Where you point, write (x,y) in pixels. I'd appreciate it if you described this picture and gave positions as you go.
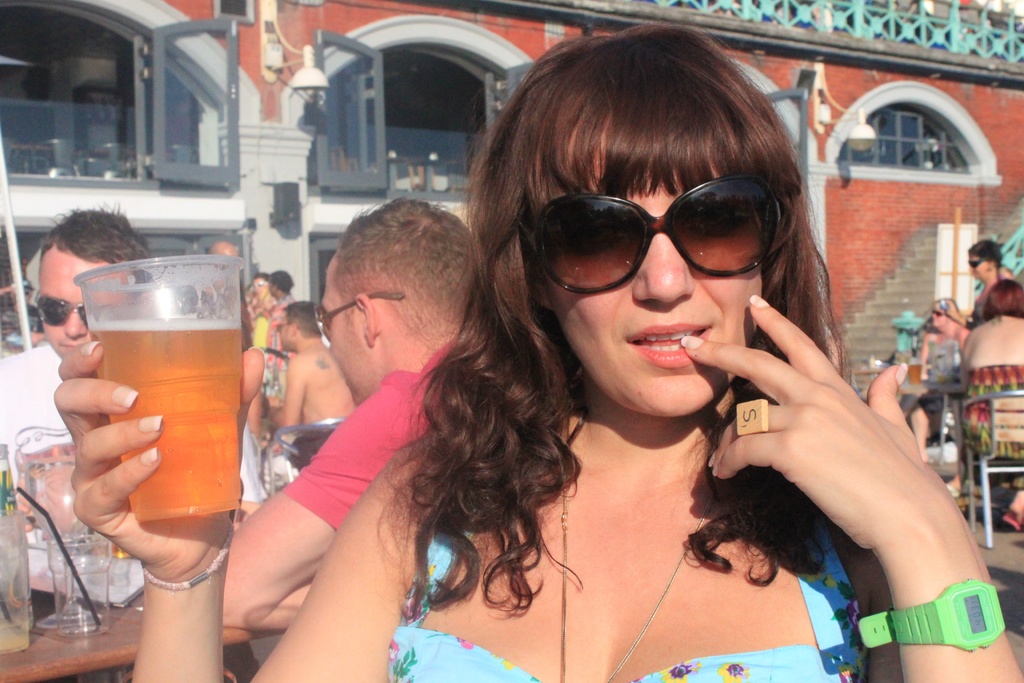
This is the woman (629,633) sitting and holding a glass (168,343) of liquid (174,383) in her hand (129,463). In the background (955,369), I can see groups of people (345,341) sitting. This is a building (249,85) with the windows (227,98) and glass doors (335,141). I think these are the stairs (931,263). On the left side of the image (87,654), I can see a table (63,634) with the glasses (75,623), a bottle (6,496) and few other things (123,593) on it.
